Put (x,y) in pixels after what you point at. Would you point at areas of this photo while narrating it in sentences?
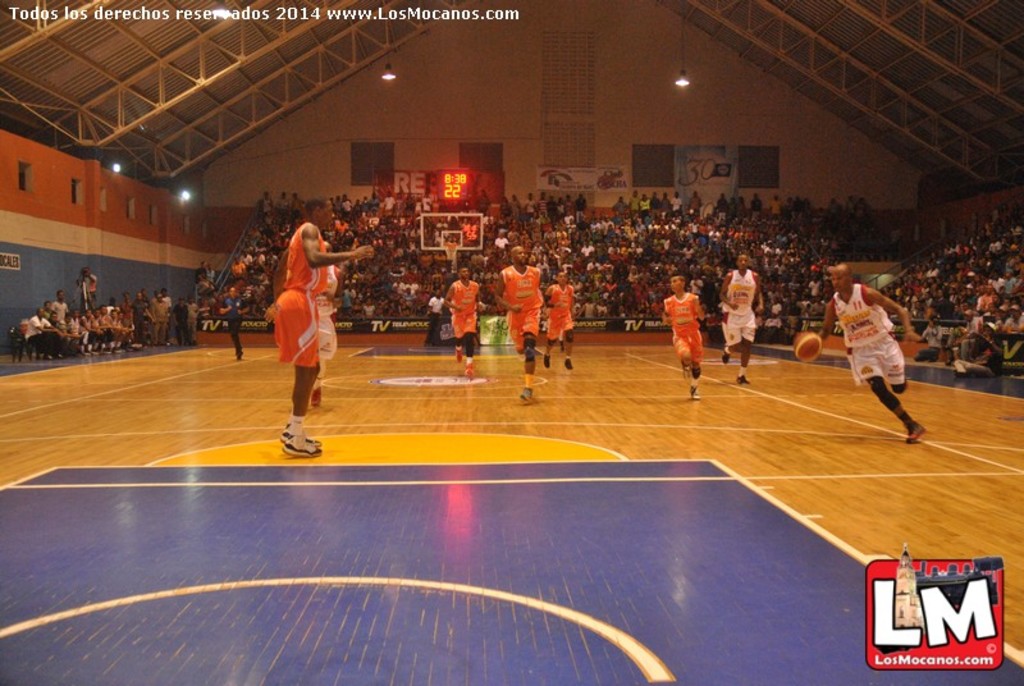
In the foreground (577,409) I can see a logo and group of people (826,327) are playing a basketball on the ground (413,365). In the background (988,354) I can see a crowd (373,225) and a fence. On the top (377,97) I can see lights (394,76) are hanged on the rooftop (797,57) and a wall (492,126). This image is taken during night in the stadium (505,541).
